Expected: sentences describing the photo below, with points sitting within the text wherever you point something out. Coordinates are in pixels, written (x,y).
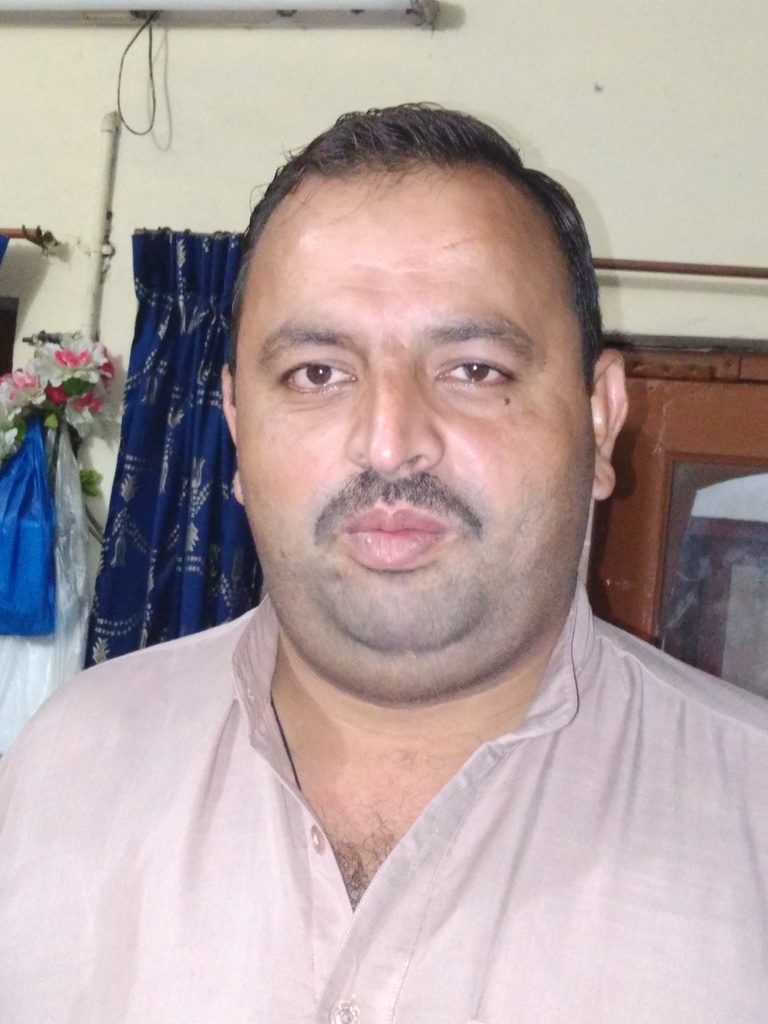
In the middle of the image (356,570) we can see a man (347,683), behind to him we can find few plastic covers (62,558), flower vase (87,342), curtains (152,381) and a light (171,3) on the wall (418,38).
